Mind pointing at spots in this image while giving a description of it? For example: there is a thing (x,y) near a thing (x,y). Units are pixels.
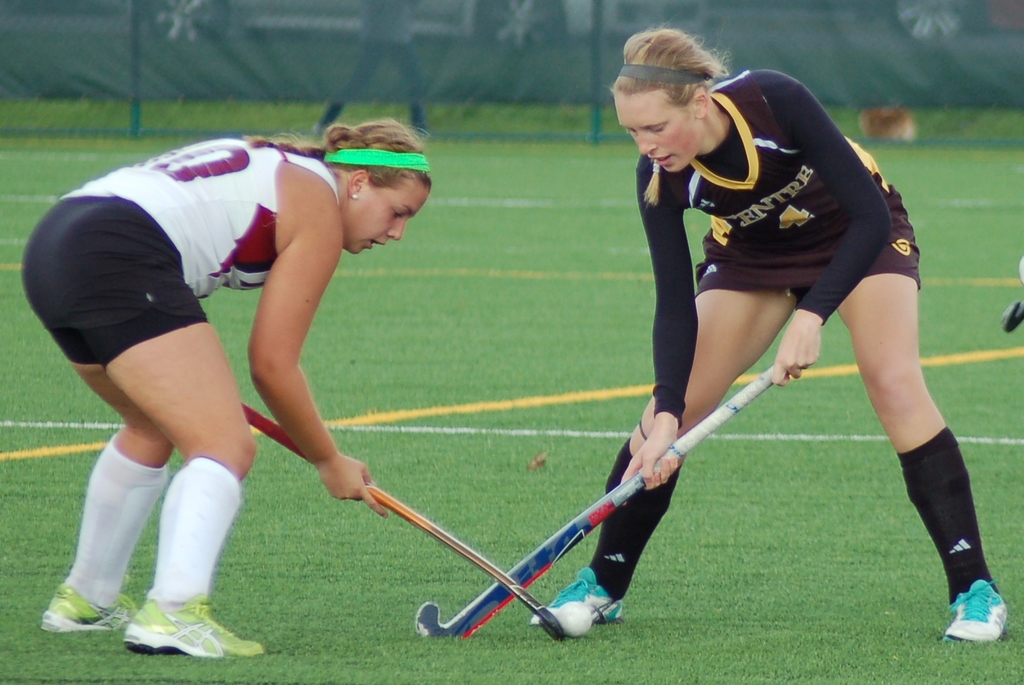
In this picture there are two women (839,219) playing hockey and holding hockey sticks (540,546). We can see ball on the grass (623,638). In the background of the image (487,76) we can see mesh (919,63).
